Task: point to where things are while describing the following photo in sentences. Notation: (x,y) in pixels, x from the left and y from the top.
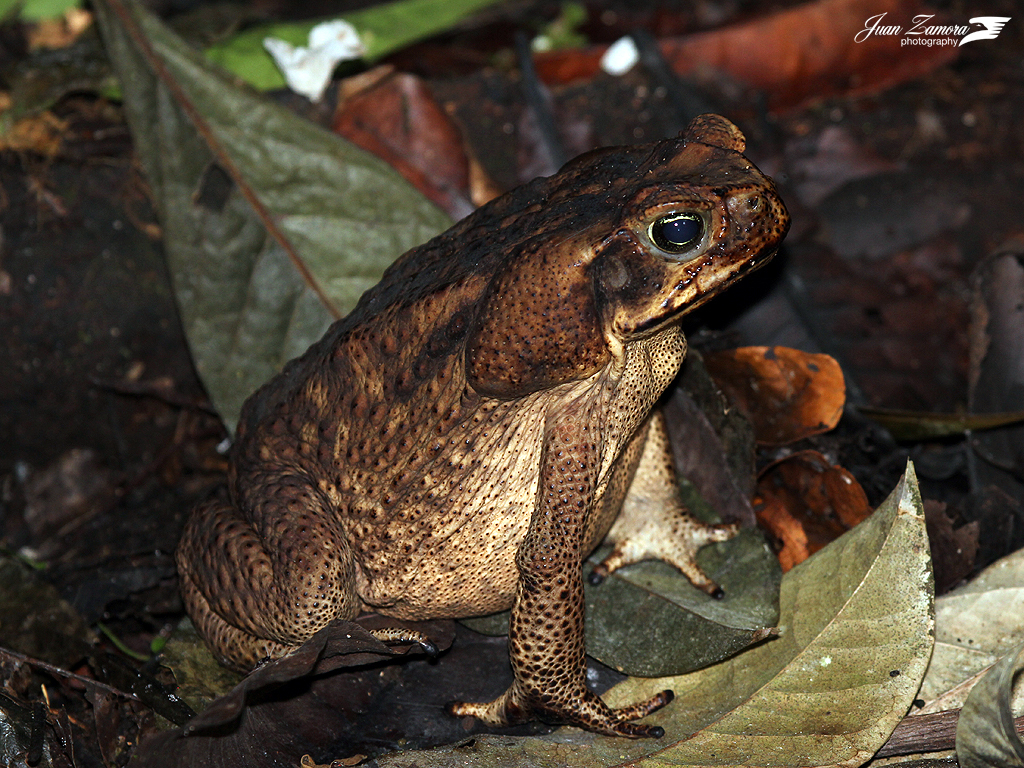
In this image in the foreground (373,444) I can see a frog (350,462) and there are many leaves (225,352) on the surface (650,113).
